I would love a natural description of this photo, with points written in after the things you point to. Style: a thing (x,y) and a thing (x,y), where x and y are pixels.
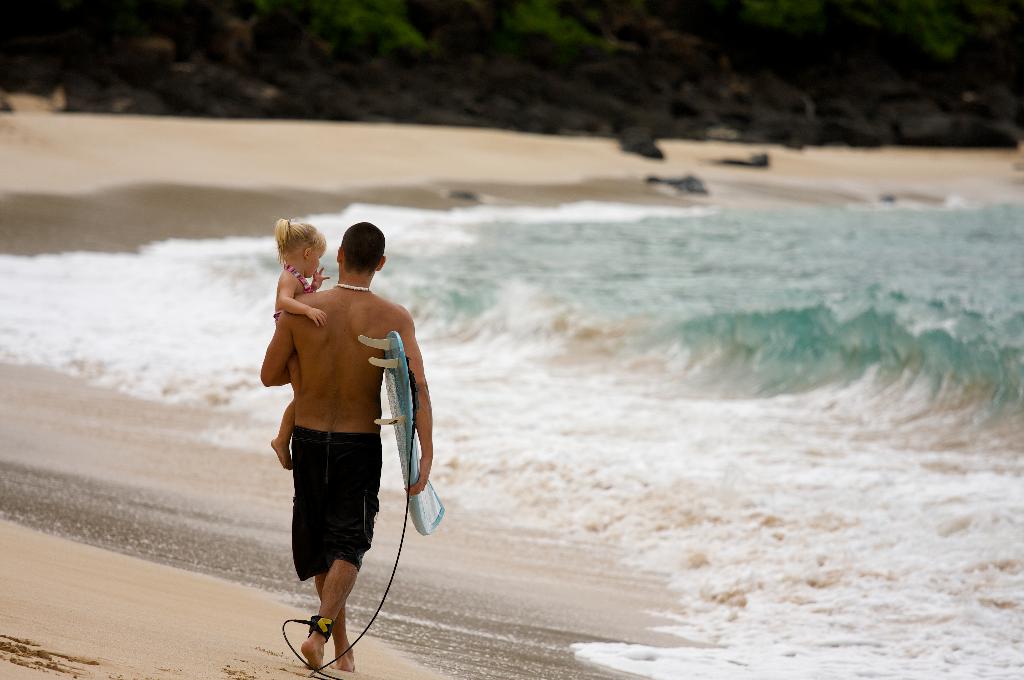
This picture is taken on a shore (347,147). To the right (1007,319) it is water (906,262). In the left (127,612) and to the center of the background (251,166) there is sand (60,220) or it is a beach (605,155). In the background (595,81) there are stones (519,54) and greenery (541,25). In the foreground of the picture (361,362) there is a man (335,390) holding a baby (297,281) and a surf board (395,396).
